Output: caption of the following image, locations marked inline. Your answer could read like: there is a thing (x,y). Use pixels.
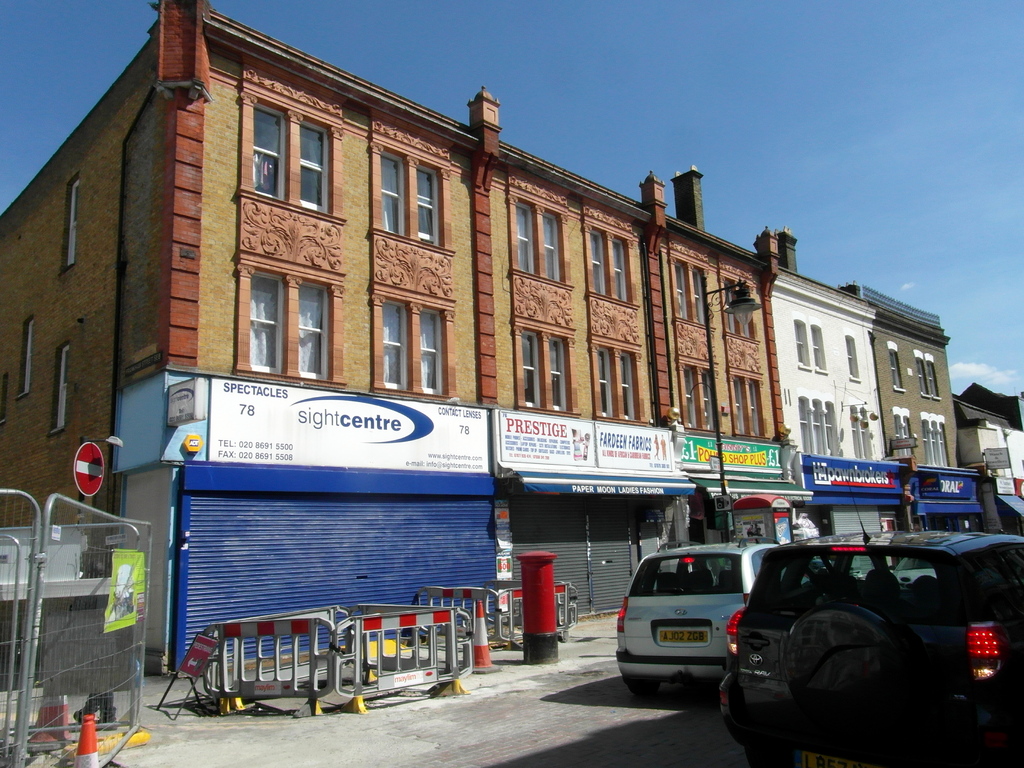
In the image there are few buildings (453,331) and below the buildings (494,341) there are some stores (648,517) and in front of those buildings (608,606) there are two vehicles (723,593) on the road (487,727) and there are also some other objects (419,626) in front of the store (220,413) on the left side (128,647).
